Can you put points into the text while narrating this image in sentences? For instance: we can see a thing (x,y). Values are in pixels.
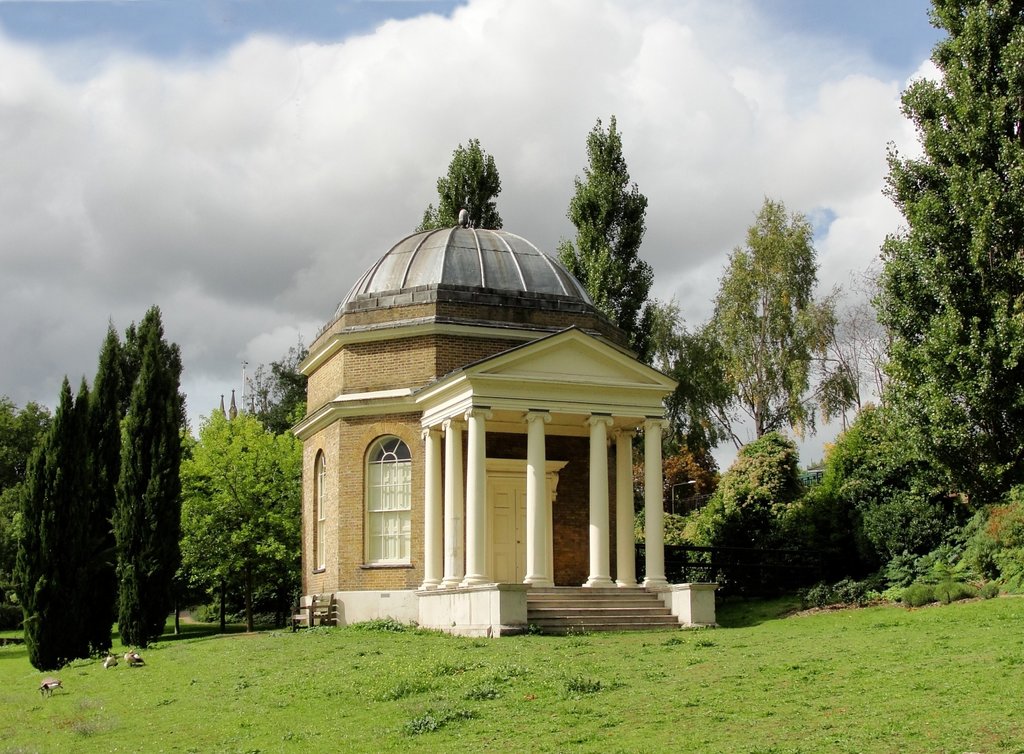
In this image in the front (390,708) there's grass (440,708) on the ground (565,706). In the center (435,494) there is a building (442,500) and in the background (285,491) there are trees (213,502) and the sky (532,101) is cloudy. There are birds (49,681) on the ground (146,676) in the left (94,672).
